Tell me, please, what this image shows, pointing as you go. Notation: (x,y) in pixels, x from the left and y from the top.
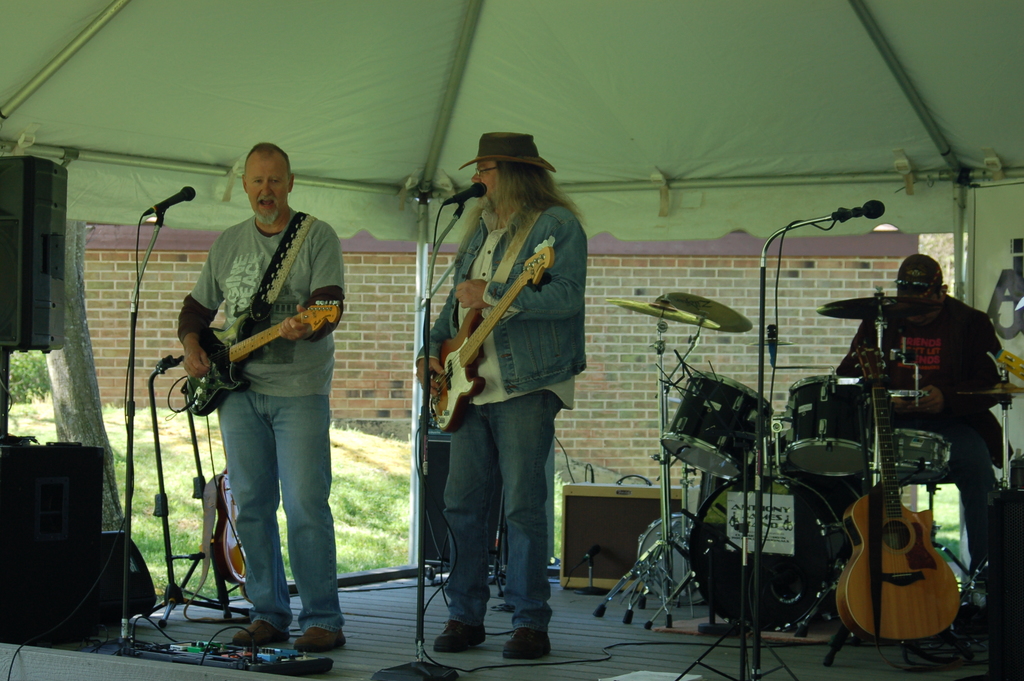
In this image, three are playing a musical instrument (234,350). Two are playing a guitar (484,379). On left side (68,556), we can see speakers (78,530). And we can see stage (616,651) and box (611,512) at the background (608,503). Here there is an another guitar (884,541). Microphone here and stand (424,368). and background (601,309), there is a brick wall (609,341) and grass (395,509) here and tent (589,57).
